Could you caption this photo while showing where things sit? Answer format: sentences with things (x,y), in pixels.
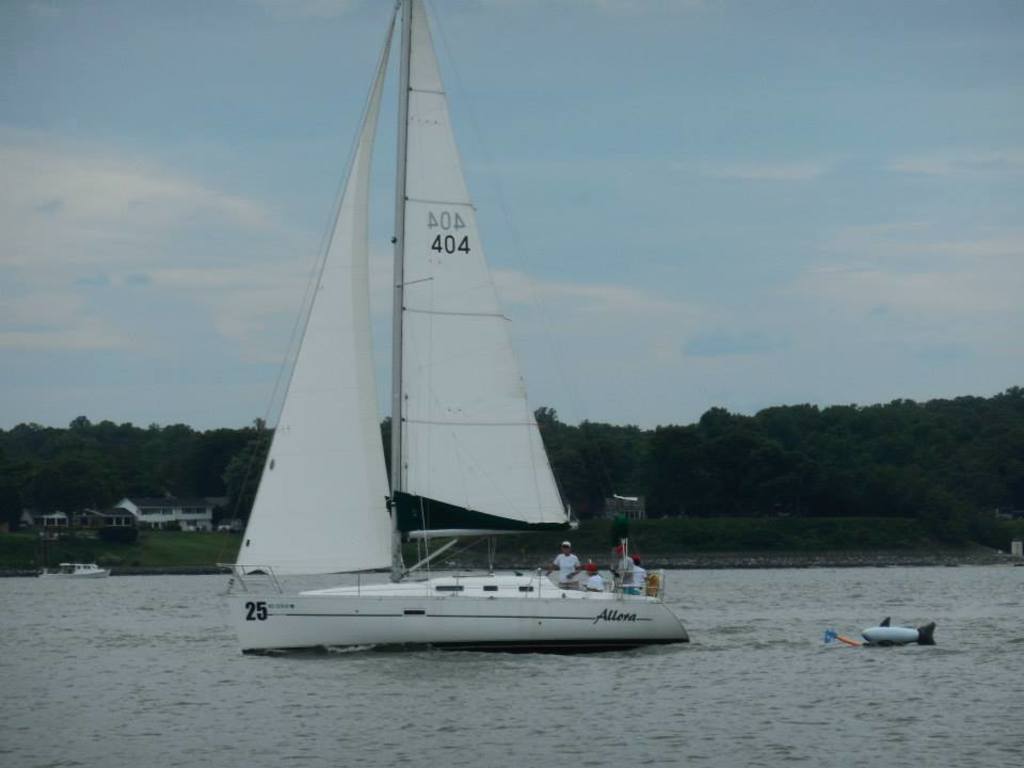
In this image we can see boats (277,531) on the water (325,680). Here we can see people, grass (769,545), houses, trees (1010,456), and objects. In the background (969,359) there is sky (524,291) with clouds (820,316).
